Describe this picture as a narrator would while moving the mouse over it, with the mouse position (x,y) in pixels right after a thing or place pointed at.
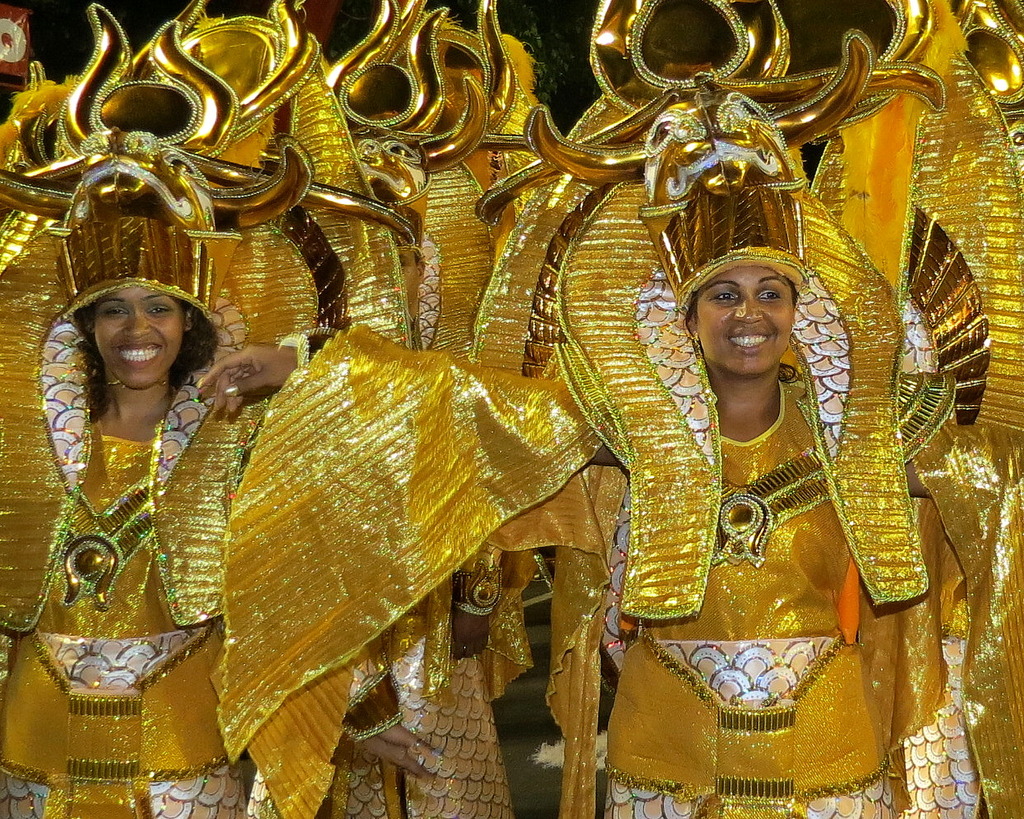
In this image there are girls (479,414) who are wearing the gold color costumes (505,417) and standing one beside the other.
